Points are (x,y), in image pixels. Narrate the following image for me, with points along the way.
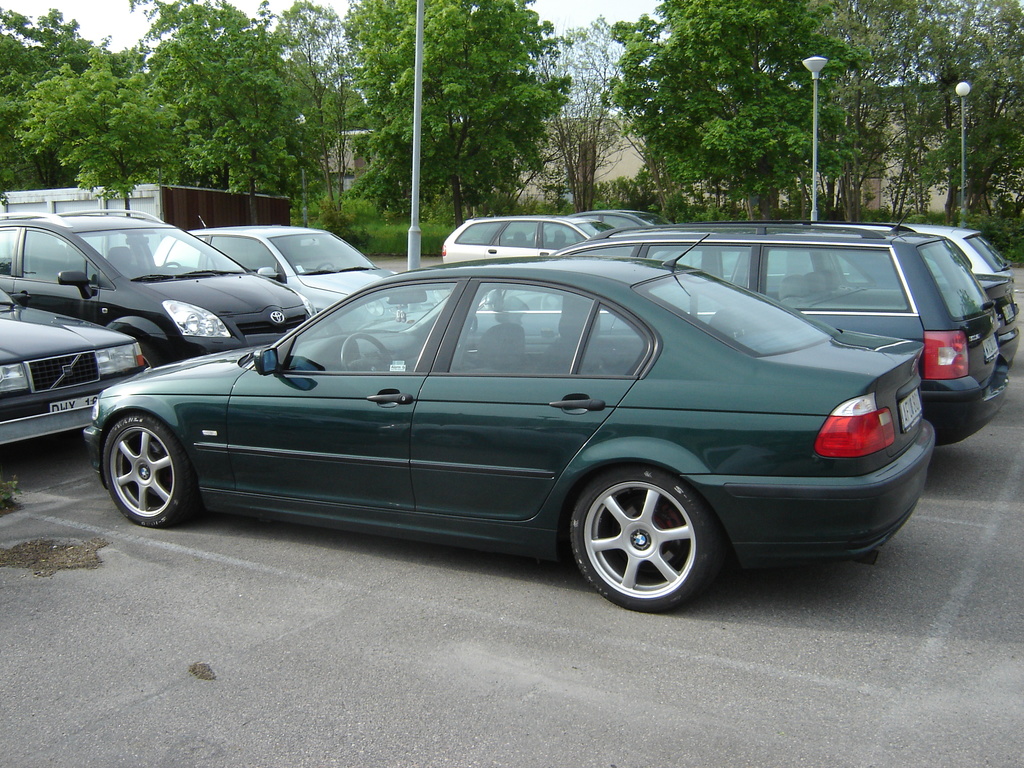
The picture is taken in a parking lot (742,344). In this picture there are cars (278,251), poles (817,114) and road (9,546). In the background (474,110) there are trees (667,147) and building (615,136).
